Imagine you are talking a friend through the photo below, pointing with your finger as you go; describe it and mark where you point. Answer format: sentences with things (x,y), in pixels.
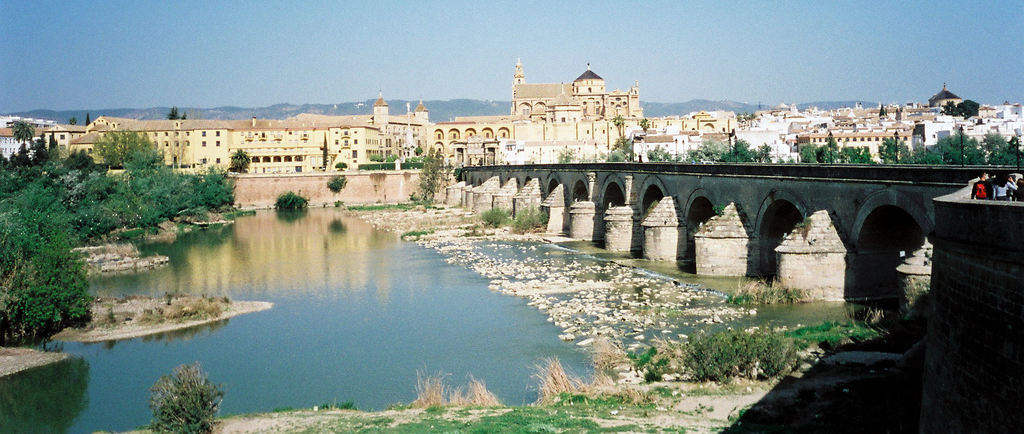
This is an outside view. At the bottom (420,425), I can see the grass (524,414) and plants (754,346) on the ground (721,407). In the middle of the image (436,246) there is a river (300,264) and I can see the stones (542,287) in the water (587,315). On the right side (789,214) there is a bridge (910,209) and few people (999,194) are walking on it. On the left side (105,234) there are trees (35,209). In the background (568,139) there are many buildings (546,128). At the top of the image (350,84) I can see the sky (257,78).
